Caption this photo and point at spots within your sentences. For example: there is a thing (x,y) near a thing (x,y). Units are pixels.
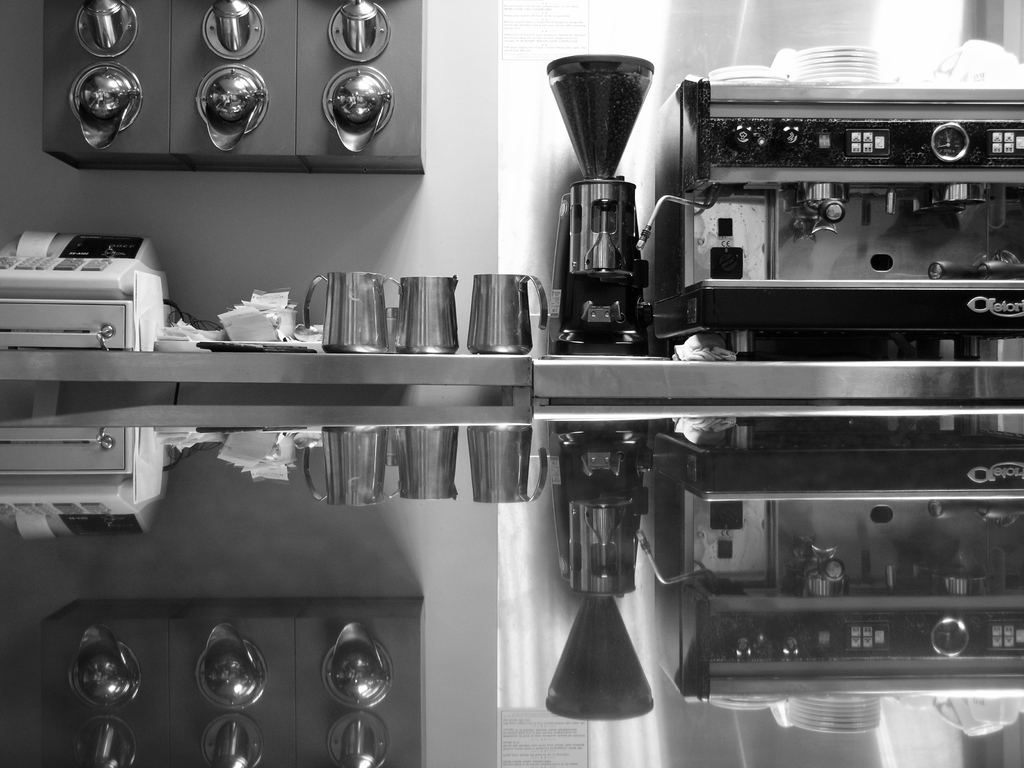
This is a black and white picture. In this picture, we see a counter top (627,381) on which coffee maker (665,259), glasses (420,311), electronic goods (102,269), plates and bowls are placed. Behind that, we see a cupboard (345,33), white wall (454,112) and a metal panel (689,46). At the bottom (811,524), it might be the glass (628,564) or the mirror (565,539). This might be an edited image.
